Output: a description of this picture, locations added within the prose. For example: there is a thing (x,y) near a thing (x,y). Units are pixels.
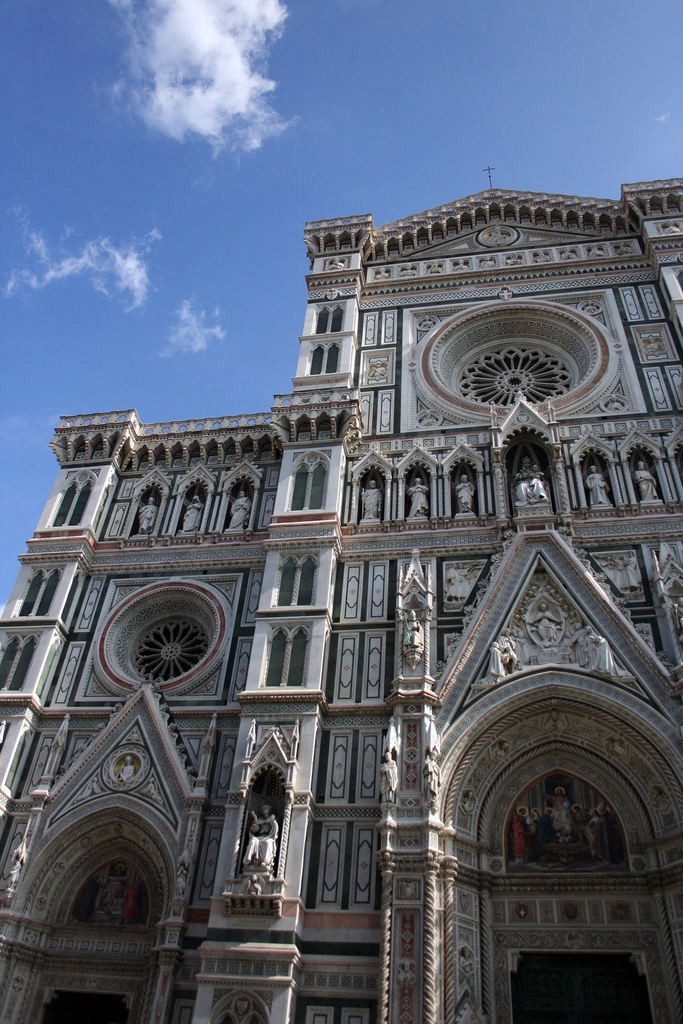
This picture shows buildings (440,676) and we see carvings (353,504) on the building (383,514) and few statues (372,511) and a blue cloudy Sky (299,195).
